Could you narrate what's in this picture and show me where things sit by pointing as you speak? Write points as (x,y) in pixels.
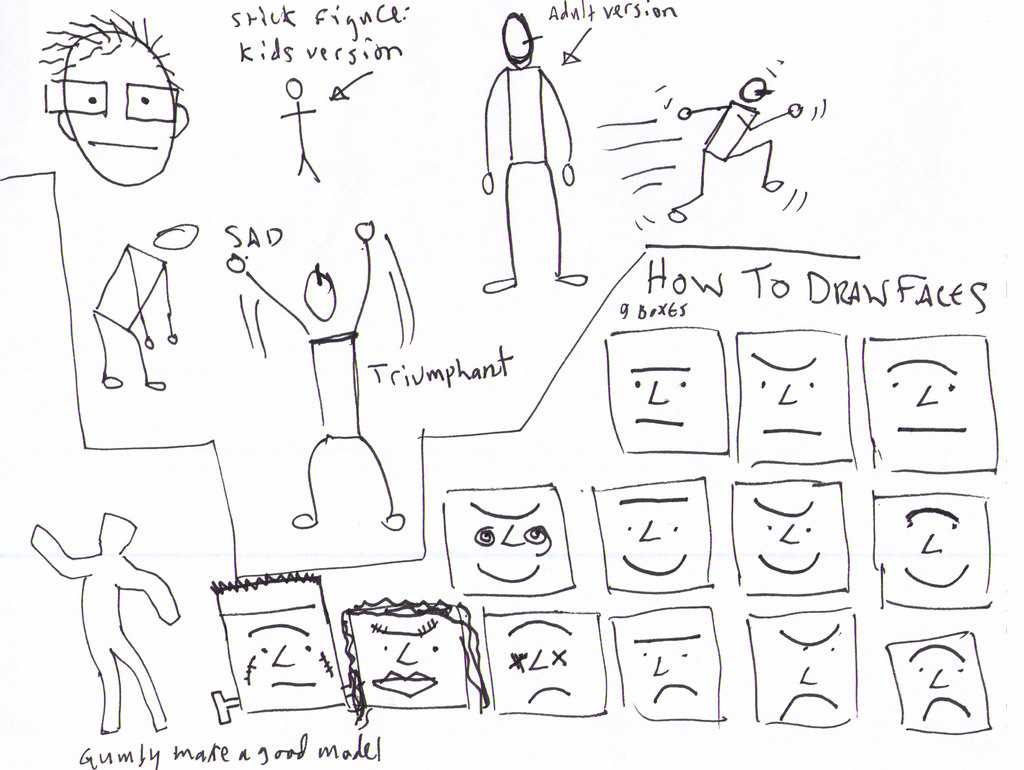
In this image we can see drawing (753,516) and there is something written on it.
